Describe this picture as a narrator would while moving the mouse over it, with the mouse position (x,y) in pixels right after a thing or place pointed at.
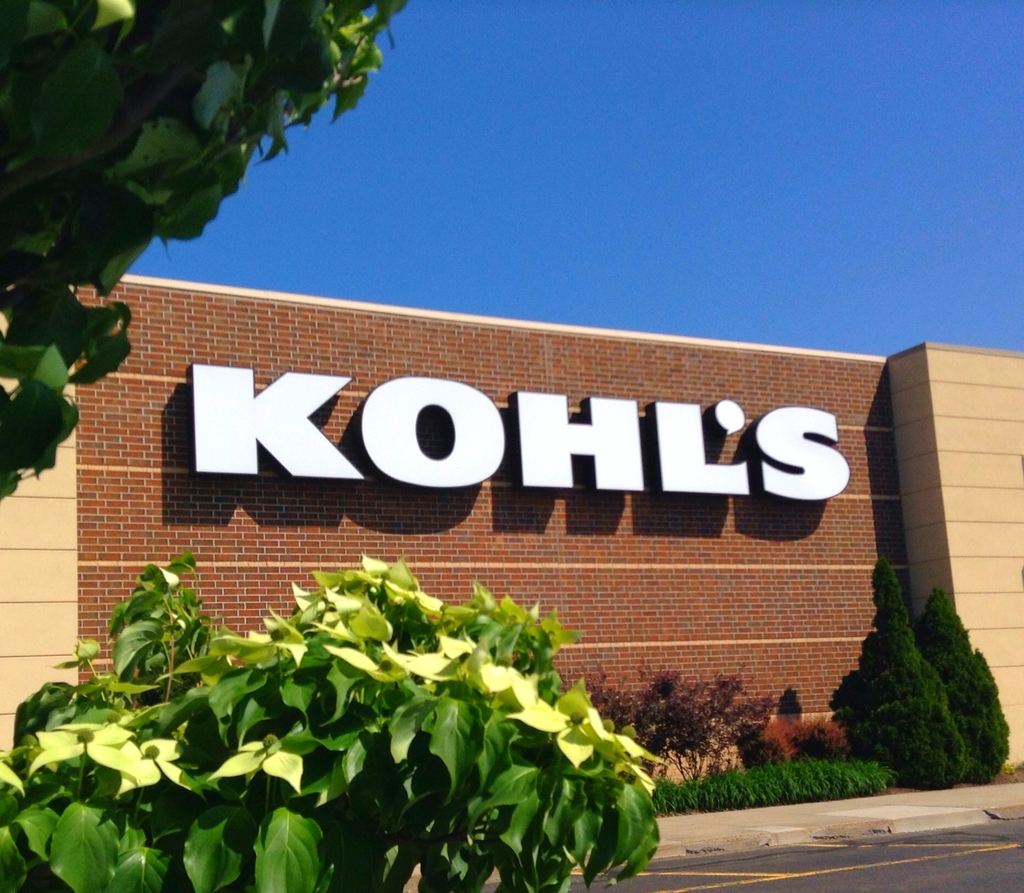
In this picture I can see text (315,428) on the wall (801,530) and I can see plants (480,674), trees (881,629) and a blue sky (660,224).
